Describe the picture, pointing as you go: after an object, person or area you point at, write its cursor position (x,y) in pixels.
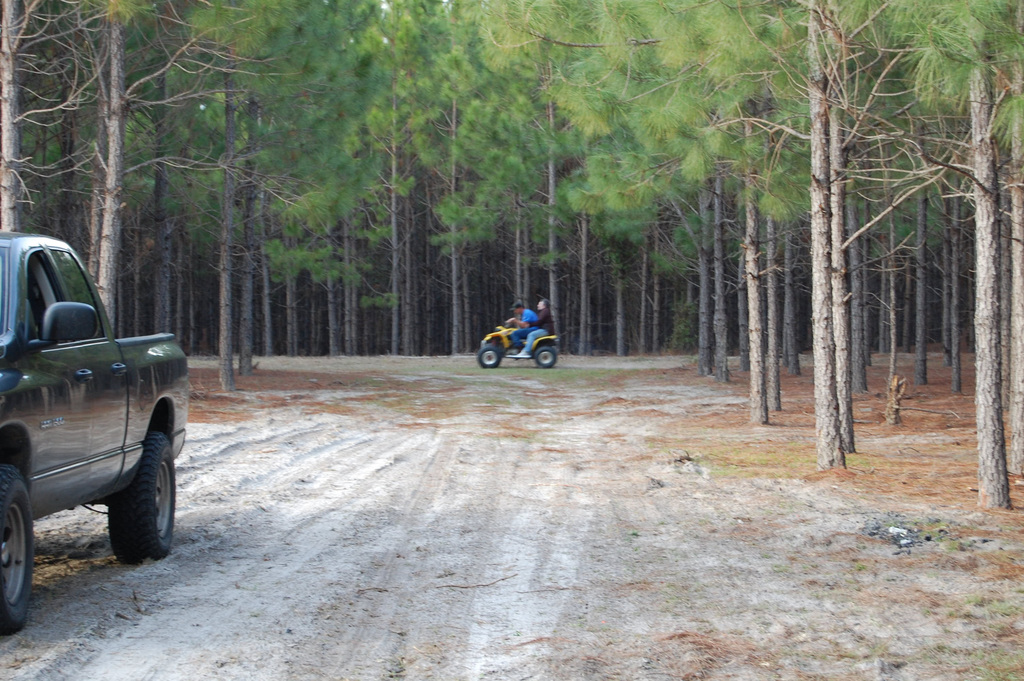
In this image I can see the vehicle (72,438) and I see two people (519,341) are sitting on an another vehicle (540,352). In the background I can see many trees (366,153).
